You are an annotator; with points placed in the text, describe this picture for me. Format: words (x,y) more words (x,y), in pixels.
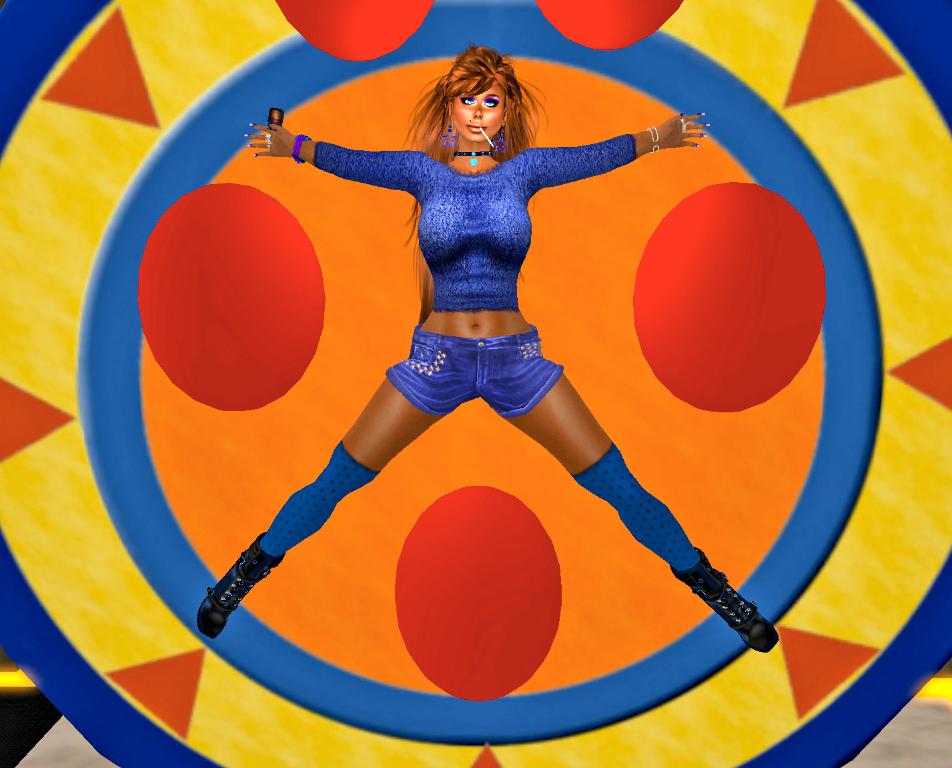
This is an animated image. In which, there is a woman (514,308) in a violet color dress (495,270) on a circular device (251,168).
